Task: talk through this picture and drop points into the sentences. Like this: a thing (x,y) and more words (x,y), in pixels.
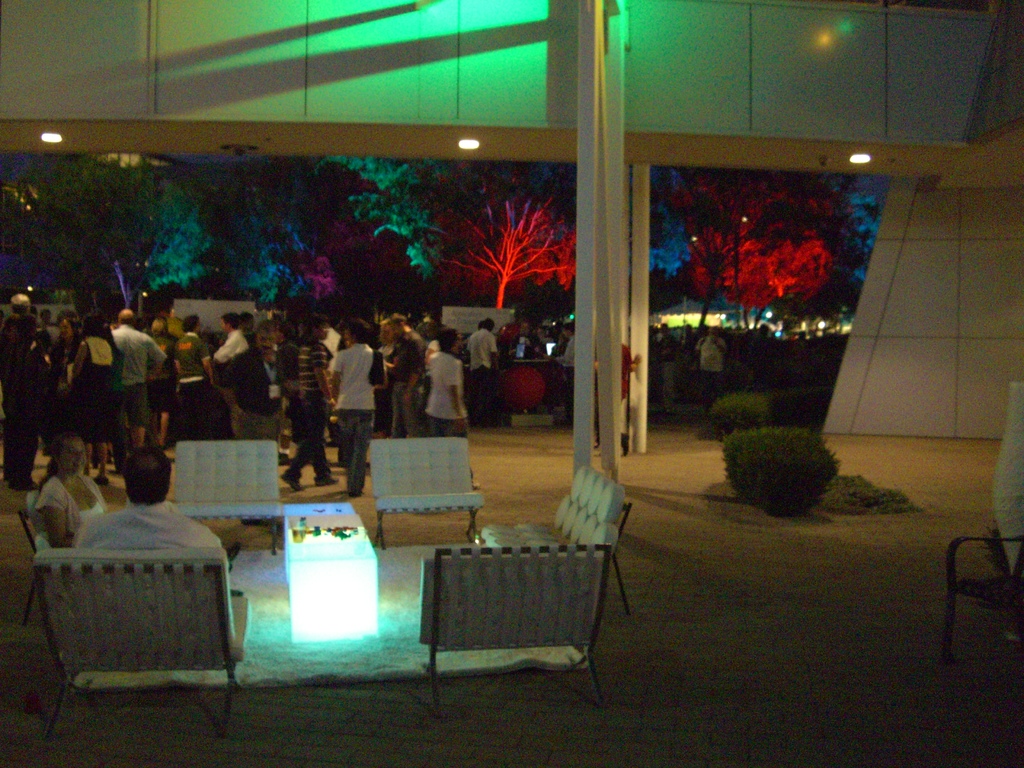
This image is taken during night time. In this image we can see two persons (86,547) sitting on the chairs (172,551). We can also see the empty chairs (441,497). There is a coffee table (332,538) with lighting (331,573). In the background (256,427) we can see many people (354,339) standing. We can also see the trees (717,216) and also plants (750,419). Ceiling lights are also visible. We can also see the floor (891,696).
